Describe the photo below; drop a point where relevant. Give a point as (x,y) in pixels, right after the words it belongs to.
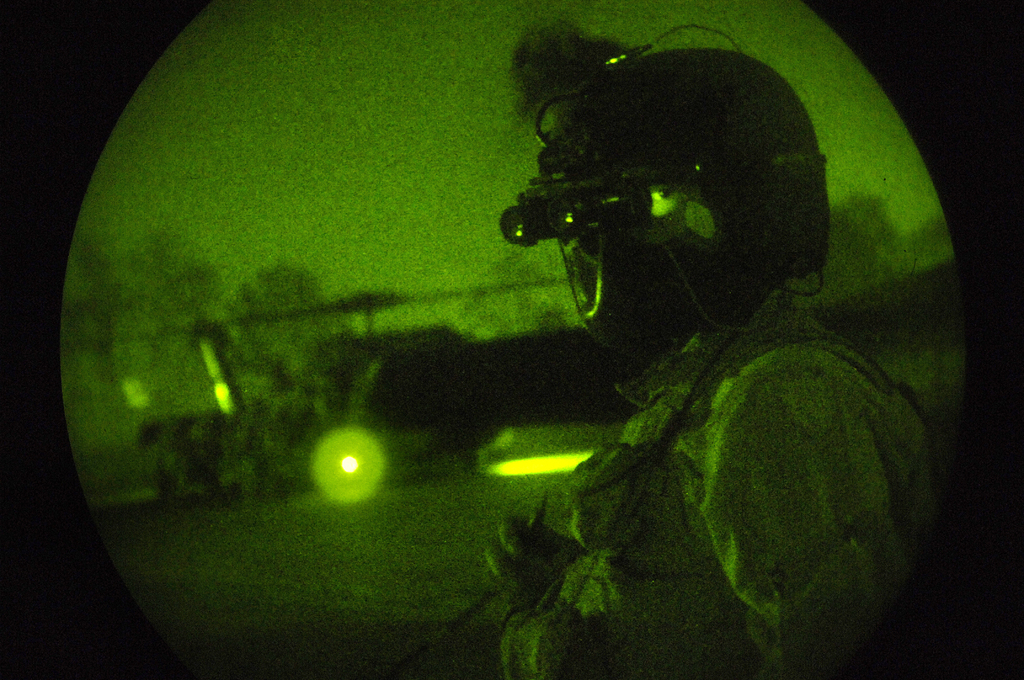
In this image we can see a person (699,405) wearing helmet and the background (370,121) is green and blurry.
